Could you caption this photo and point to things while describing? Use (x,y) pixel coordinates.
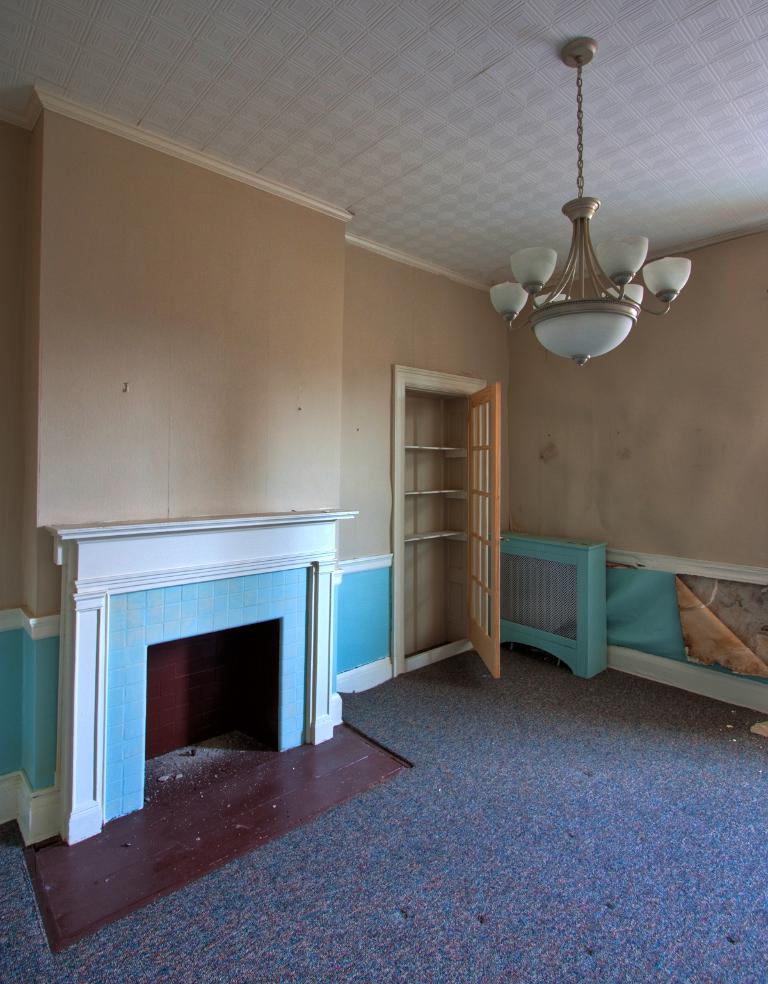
In this image we can see the fire place (79,802), floor (652,695), door (478,614), some objects (561,595) and the chandelier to the ceiling (546,70).
